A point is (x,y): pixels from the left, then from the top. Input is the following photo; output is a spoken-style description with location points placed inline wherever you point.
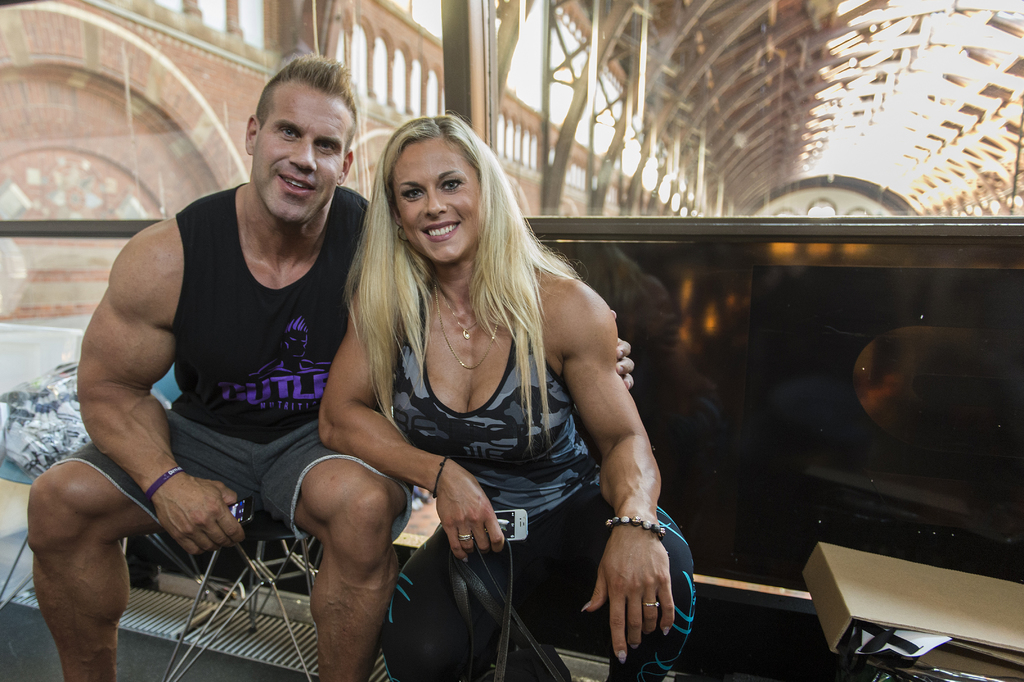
In this image I can observe a man (172,270) and a woman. They both are smiling. Behind them it looks like a railing (735,366). On right side (940,614) bottom there is a file (914,611).
